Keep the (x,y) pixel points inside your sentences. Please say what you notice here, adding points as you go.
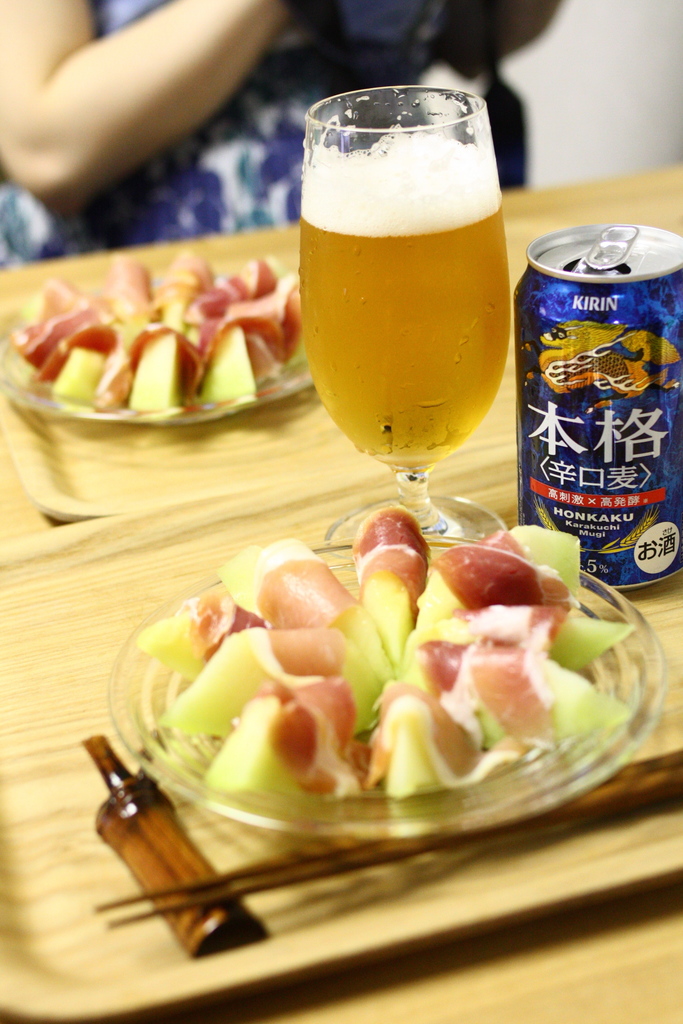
In this image we can see there are two plates (263,374) of food items (87,386) in trays (91,650) and there is a glass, a can (679,566) and chopsticks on it, behind it a person (201,133) is sitting.
